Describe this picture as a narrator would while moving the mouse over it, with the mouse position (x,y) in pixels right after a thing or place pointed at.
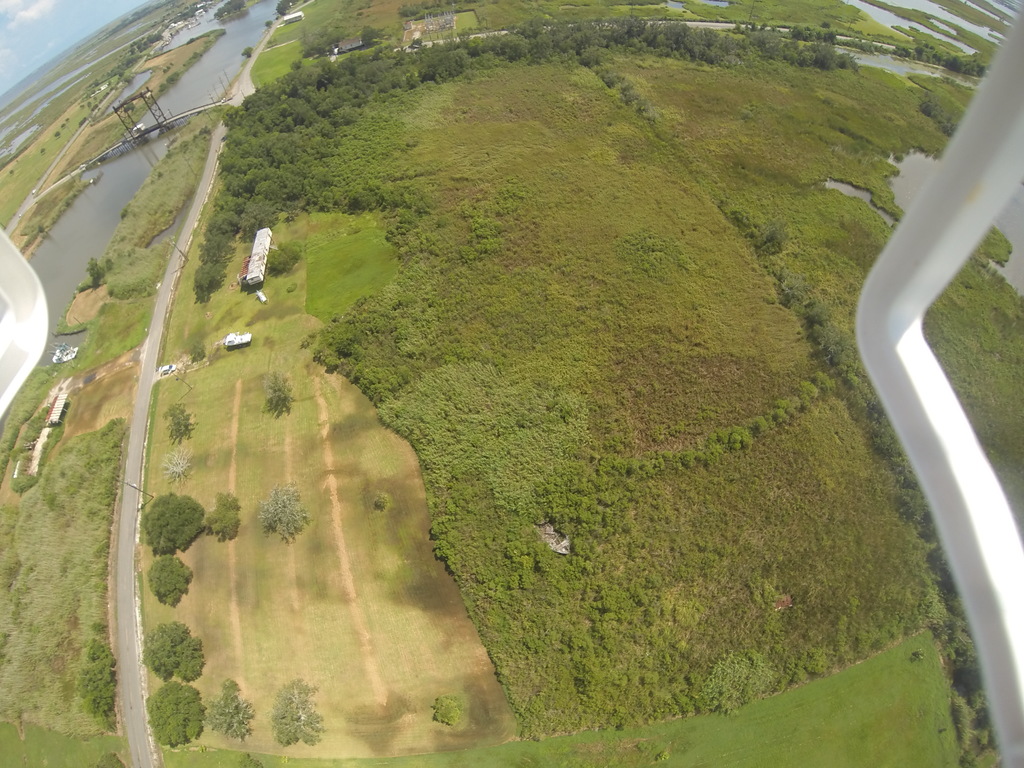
In this image we can see there is a view from the height and on the right side (918,1) there are some water ponds (927,68) and on the left side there is a bridge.
